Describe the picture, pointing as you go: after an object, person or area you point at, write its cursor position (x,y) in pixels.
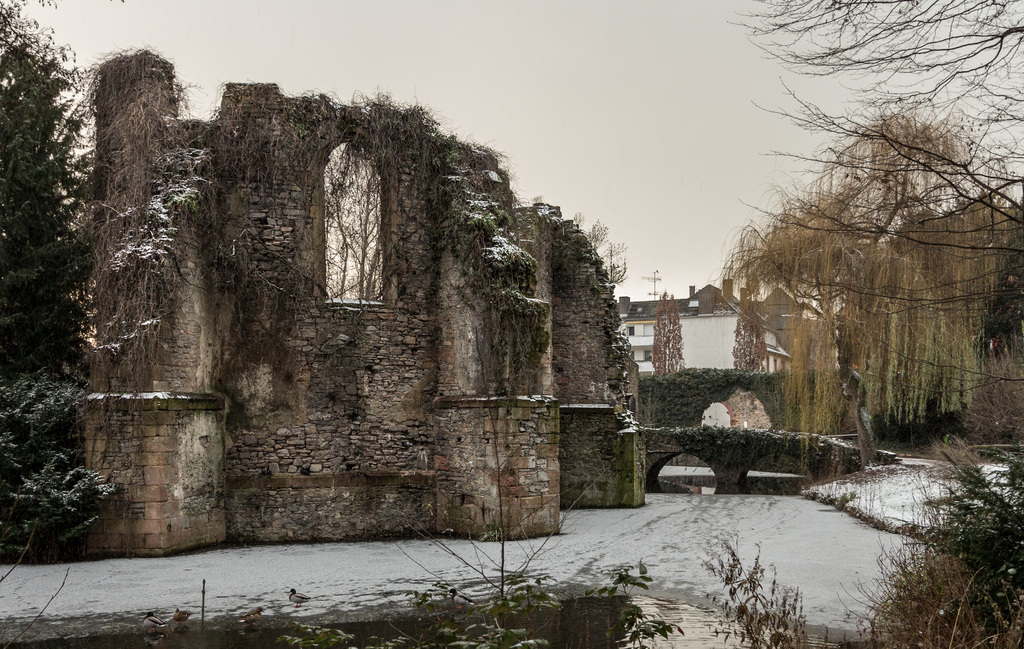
In this picture we can see buildings (450,296), trees (873,238), plants (441,203) and the lake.
